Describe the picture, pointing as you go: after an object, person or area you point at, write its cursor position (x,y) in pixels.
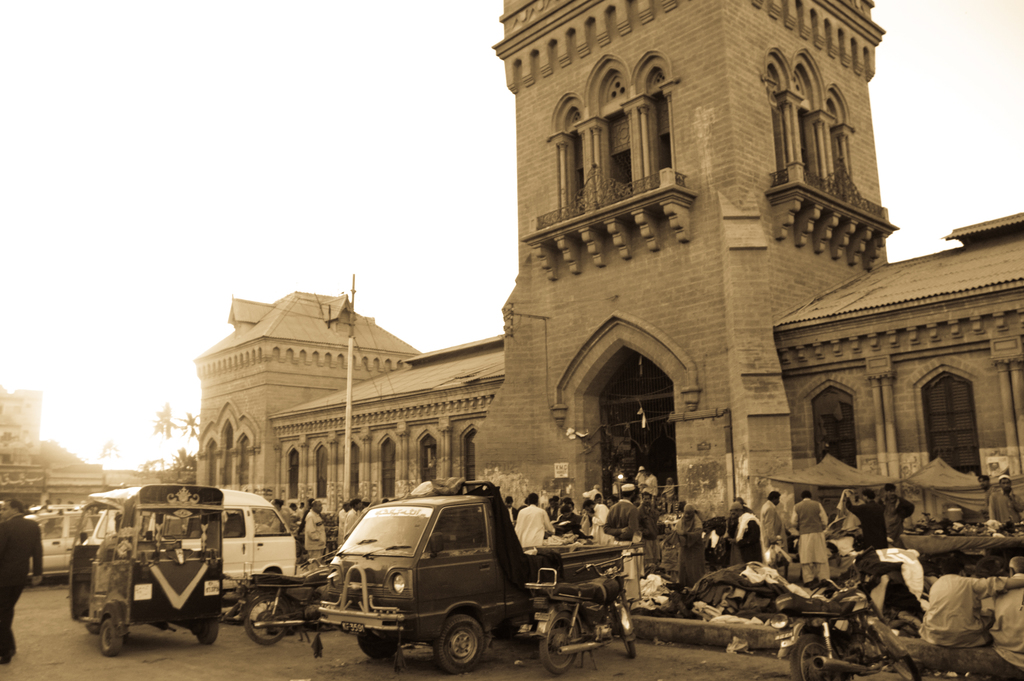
In this image, we can see some cars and there is an auto rickshaw (88,593), there are some bikes (558,631), there are some people (811,519) standing, there is a building (554,357) and at the top (323,124) there is a white color sky (207,126).
